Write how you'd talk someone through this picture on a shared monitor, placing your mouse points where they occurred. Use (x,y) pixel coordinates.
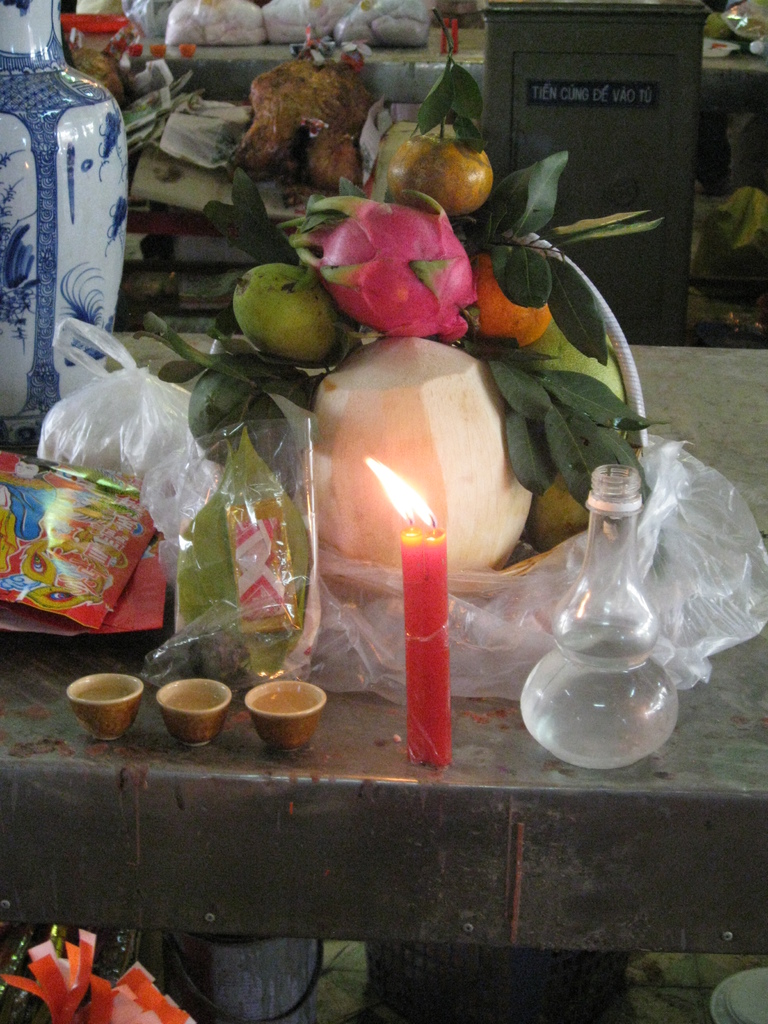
In this image in the front (141,1004) there is an object (134,997) which is pink in colour and in the center (389,442) there is a table (483,717), on the table (396,748) there are cups (223,715), packets (241,577) and there is a basket (479,397) full of fruits (408,347). In the background (349,41) there are objects (516,54) which are black and white in colour.
